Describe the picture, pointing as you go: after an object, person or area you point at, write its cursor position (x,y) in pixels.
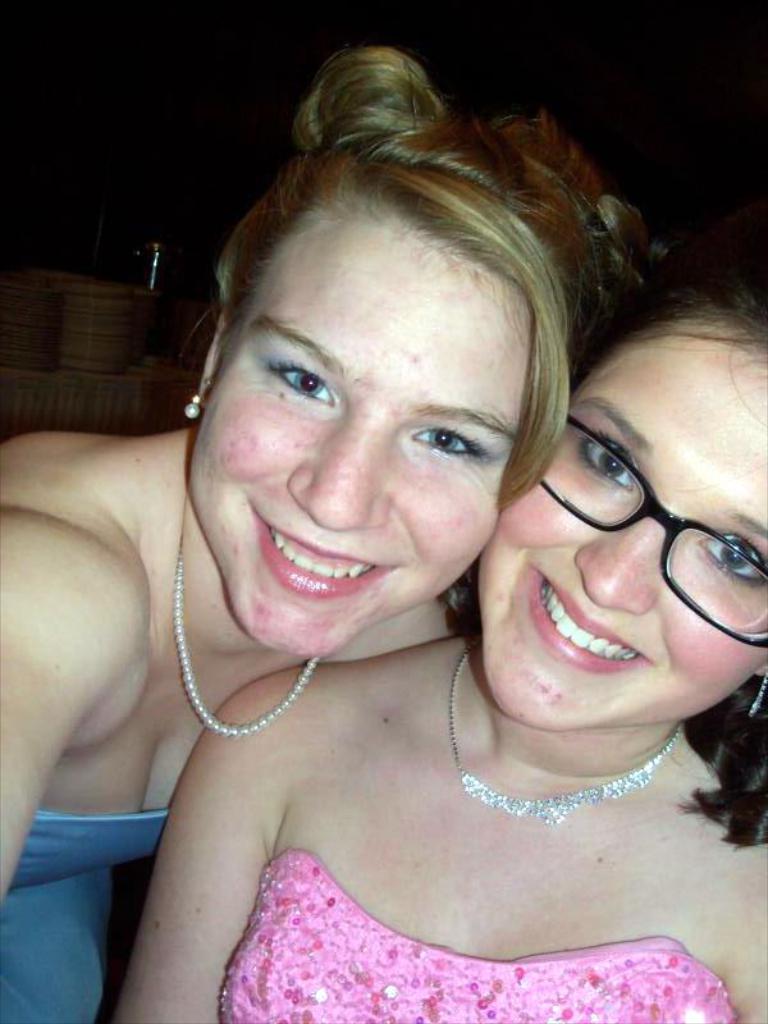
In this image we can see two women (249,846) wearing pink and blue color dress (258,893), person (404,801) wearing pink color dress (307,965) also wearing spectacles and in the background of the image (170,424) there are some plates (71,334) which are on table (67,379).
